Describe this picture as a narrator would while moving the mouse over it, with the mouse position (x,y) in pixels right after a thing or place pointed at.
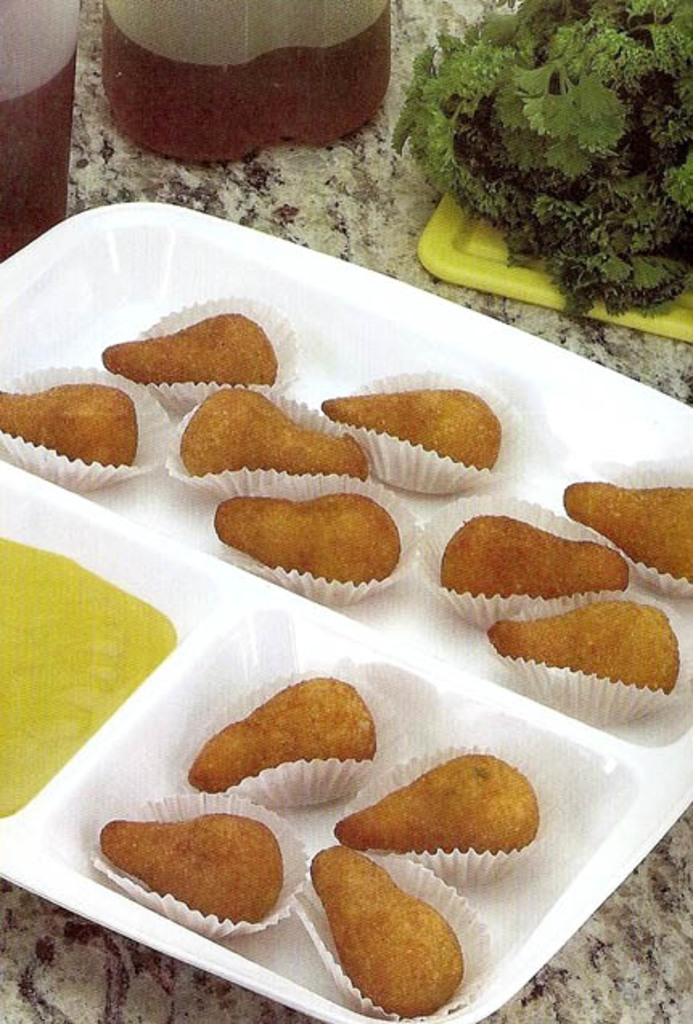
In this image we can see the food (246,746) in papers (305,853) placed on a plate (463,707). In the background (509,133), we can see some plants (540,143), bottles (177,26) containing liquid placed on the surface (91,932).
